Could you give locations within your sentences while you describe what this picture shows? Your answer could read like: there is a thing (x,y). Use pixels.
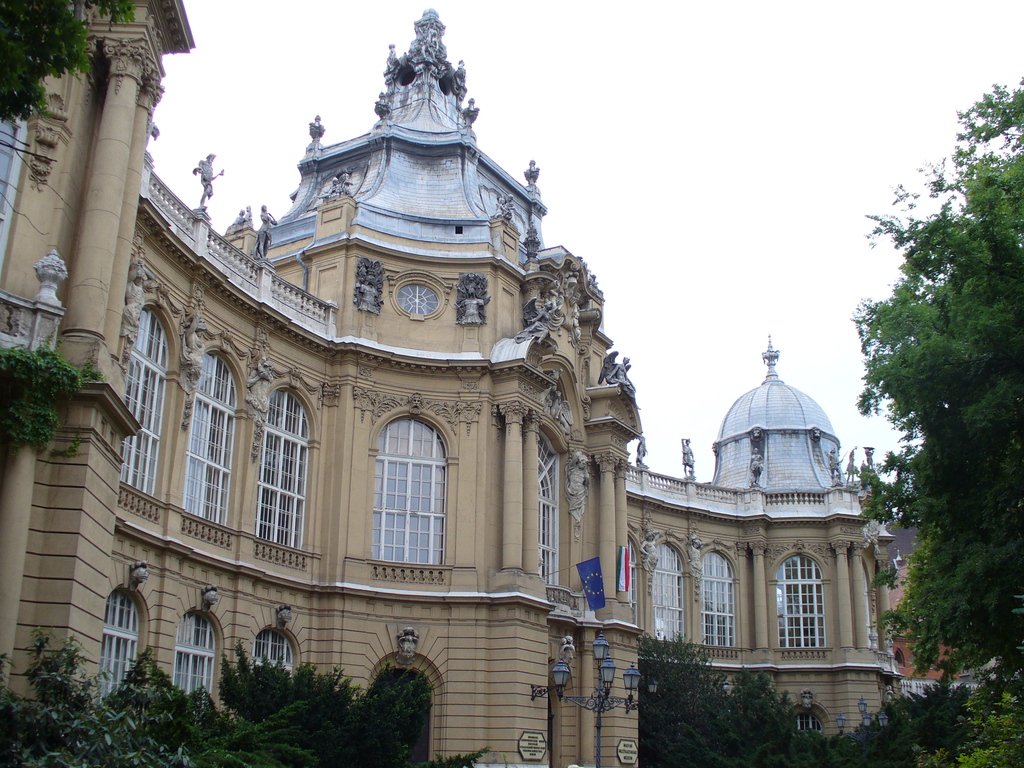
In this image I can see a building (451,540) which has flags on it. In the background (737,171) I can see the sky (767,310). Here I can see trees (734,730).
